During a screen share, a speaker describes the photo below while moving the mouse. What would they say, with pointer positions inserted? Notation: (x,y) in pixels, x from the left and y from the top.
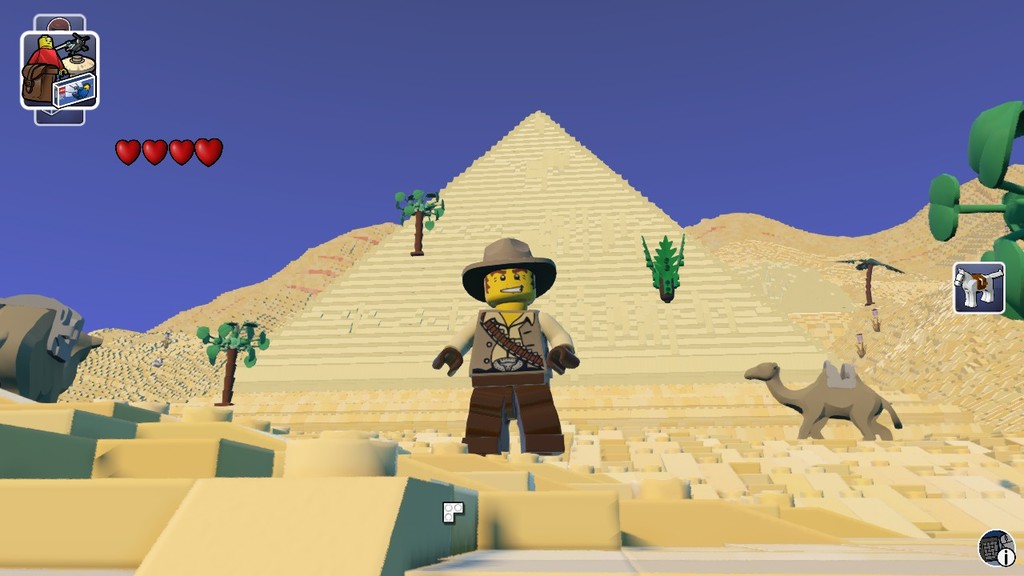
This is animated picture, we can see a person (500,267), trees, animal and sky (106,320).
